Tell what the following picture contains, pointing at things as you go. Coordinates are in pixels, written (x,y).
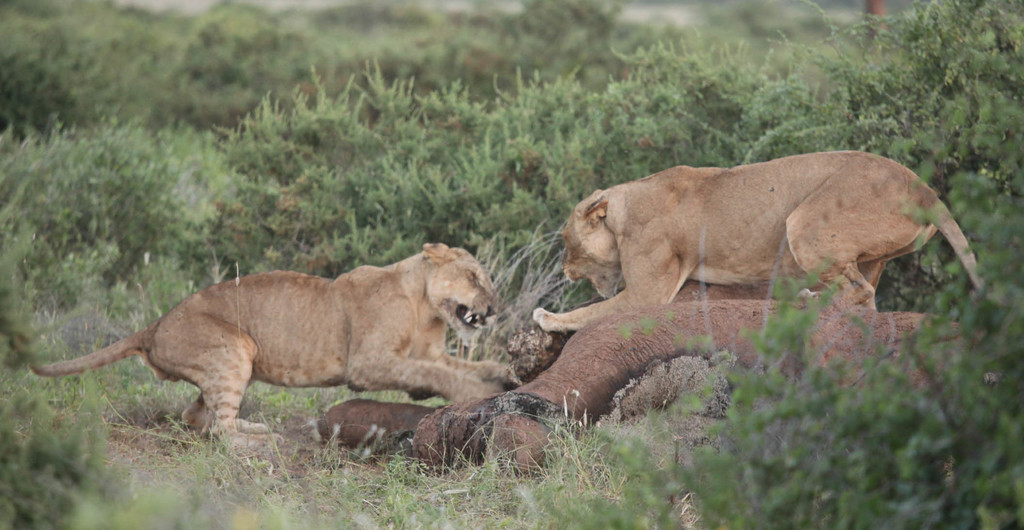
In this image in the center (403,327) there are two lions (621,298) which are fighting and in the background (253,189) there are some plants (672,94), at the bottom (288,449) there is grass (292,473) and in the center (608,351) there is an elephant carcass (510,401).
